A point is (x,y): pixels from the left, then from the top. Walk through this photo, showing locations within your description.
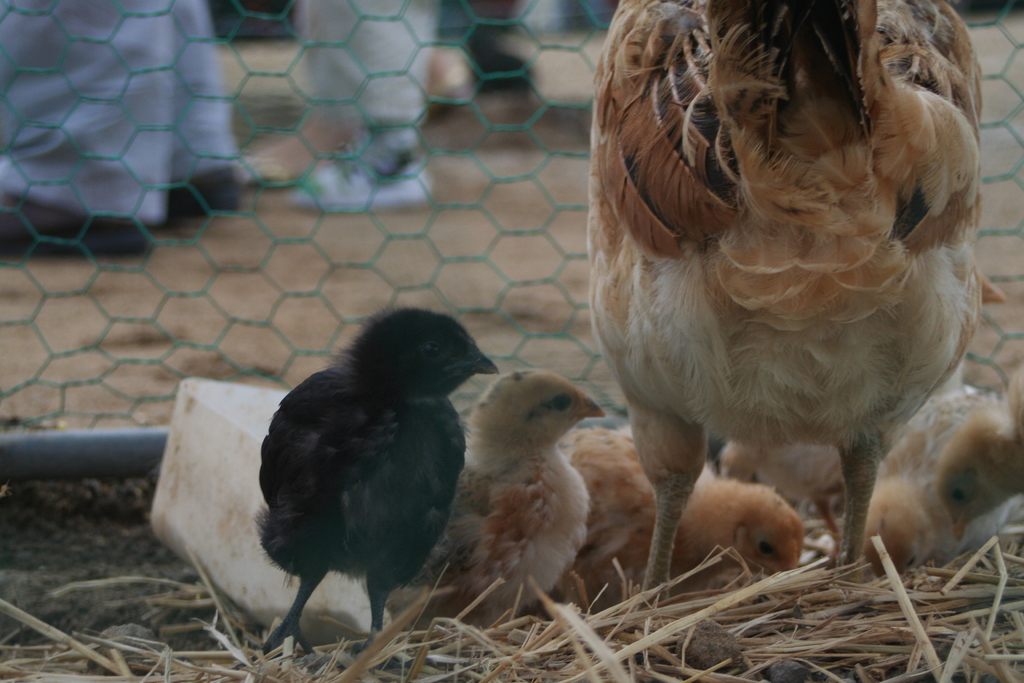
In this picture we can see there are chicks (534,376) and a hen (712,218) on the grass (427,628). Behind the chicks (433,451), there is a mesh (176,188). Behind the mesh (88,38), there are legs (194,76) of the people (82,22).
